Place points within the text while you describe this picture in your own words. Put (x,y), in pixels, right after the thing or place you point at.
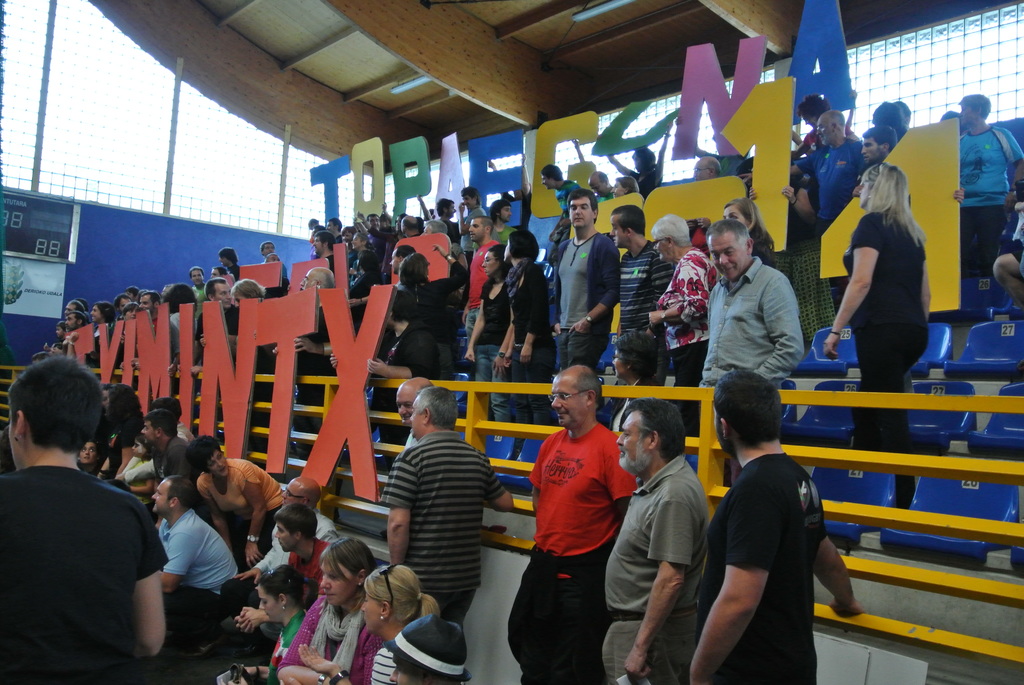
In the picture I can see a group of people (543,329). I can see a few of them sitting on the chairs (835,362) and a few of them standing in the stands (626,256). I can see the name board letter design (257,315) on the metal fence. There is a wooden roof (487,32) at the top of the picture (536,75).
